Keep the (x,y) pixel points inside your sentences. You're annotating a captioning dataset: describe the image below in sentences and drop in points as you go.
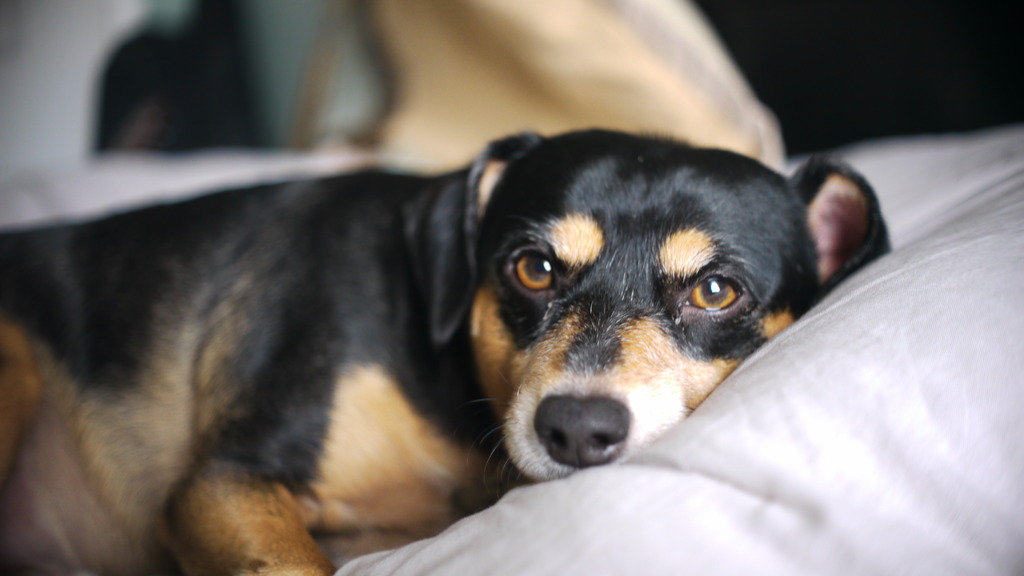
In this image a dog (339,374) is lying on the bed (775,436). Background (705,77) is blurry.
